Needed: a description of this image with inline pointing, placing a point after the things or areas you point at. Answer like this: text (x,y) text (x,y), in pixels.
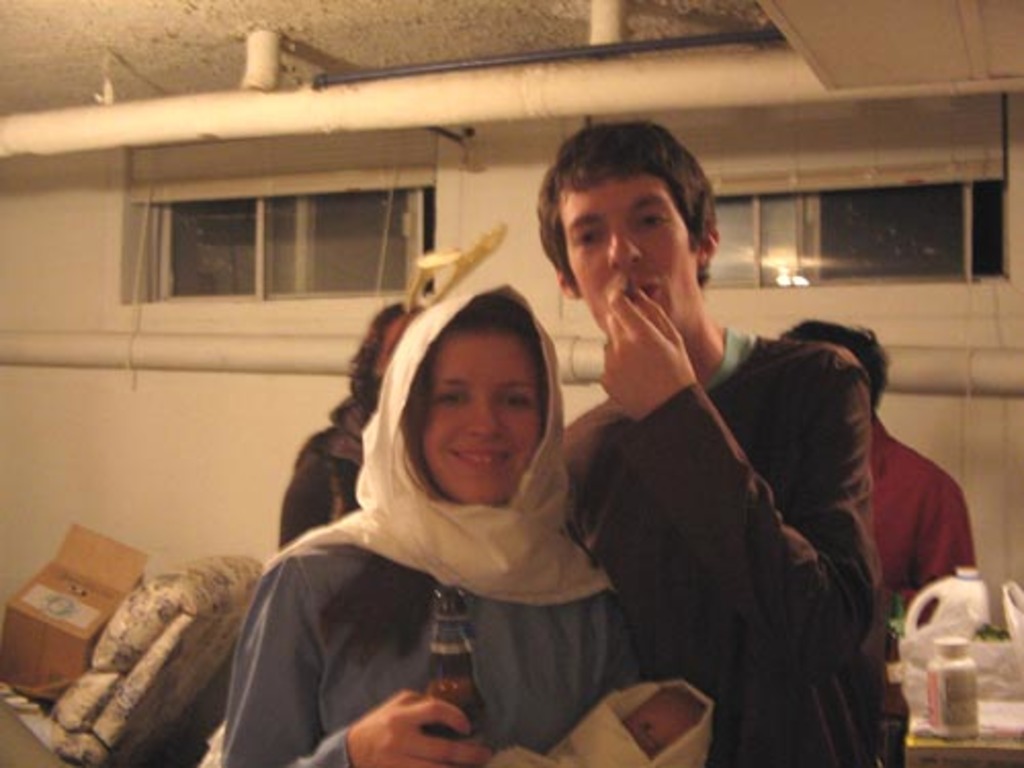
In this image in the front (649,549) there are persons (637,556) standing and smiling and there is a woman (360,631) standing and holding a bottle (444,658) and holding a baby (612,767) in her hand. In the background (1003,740) there are persons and there is a table (966,746) and on the table (988,761) there are objects (954,650) which are white in colour. On the left side (153,603) there is a sofa (133,664), on the sofa (146,590) there is a carton box (53,598) and there is a pipe (202,346) on the wall (316,319) and there are windows (315,232) and on the top (263,48) there is a pipe (249,96) which is white in colour.
